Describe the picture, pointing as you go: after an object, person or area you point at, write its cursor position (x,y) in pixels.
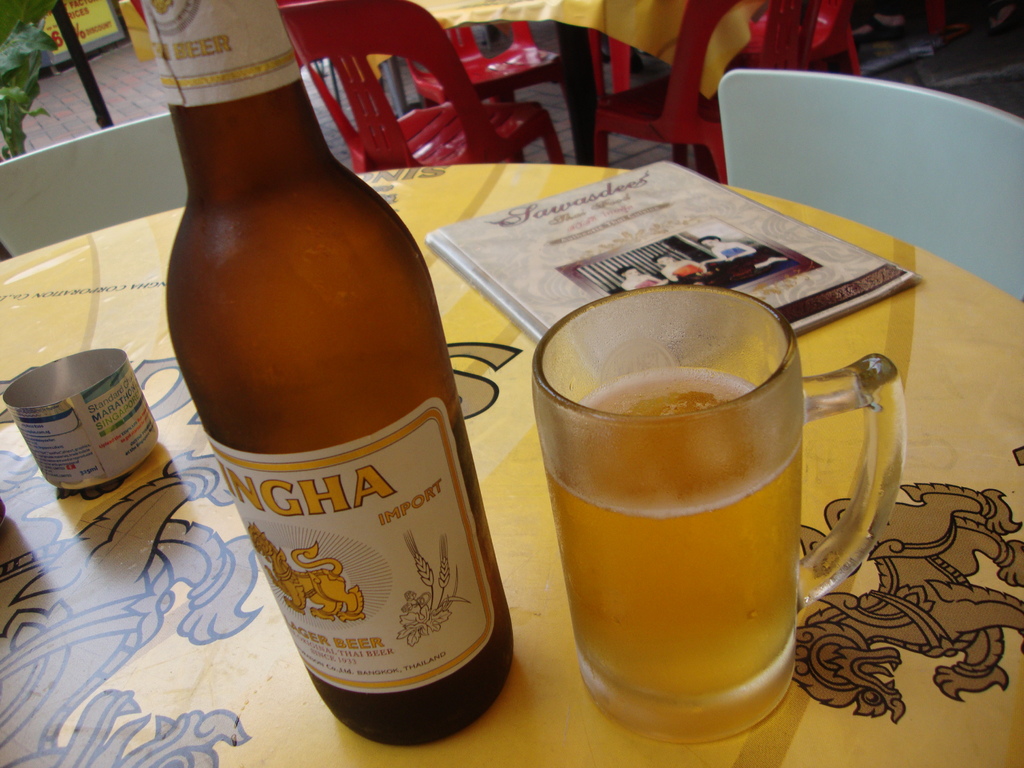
In this picture we can see a bottle (372,523), glass (703,330), and a book (741,214) on the table (986,473). These are the chairs (366,62). And there is a plant (25,92).
